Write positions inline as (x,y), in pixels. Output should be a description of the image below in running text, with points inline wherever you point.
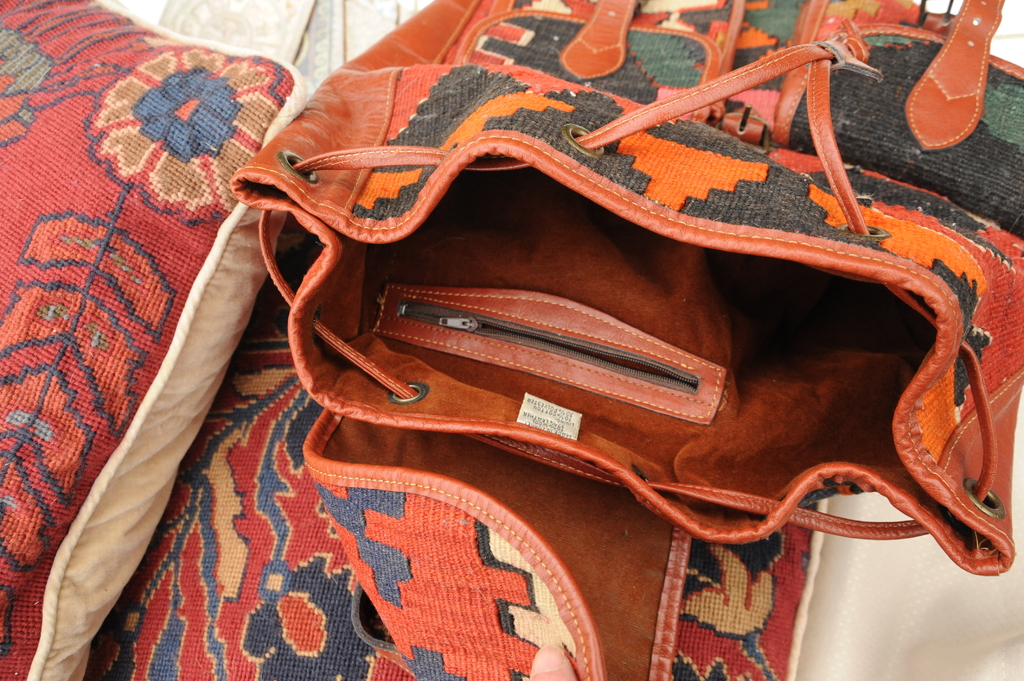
In this picture we can see a bag (711,290).
